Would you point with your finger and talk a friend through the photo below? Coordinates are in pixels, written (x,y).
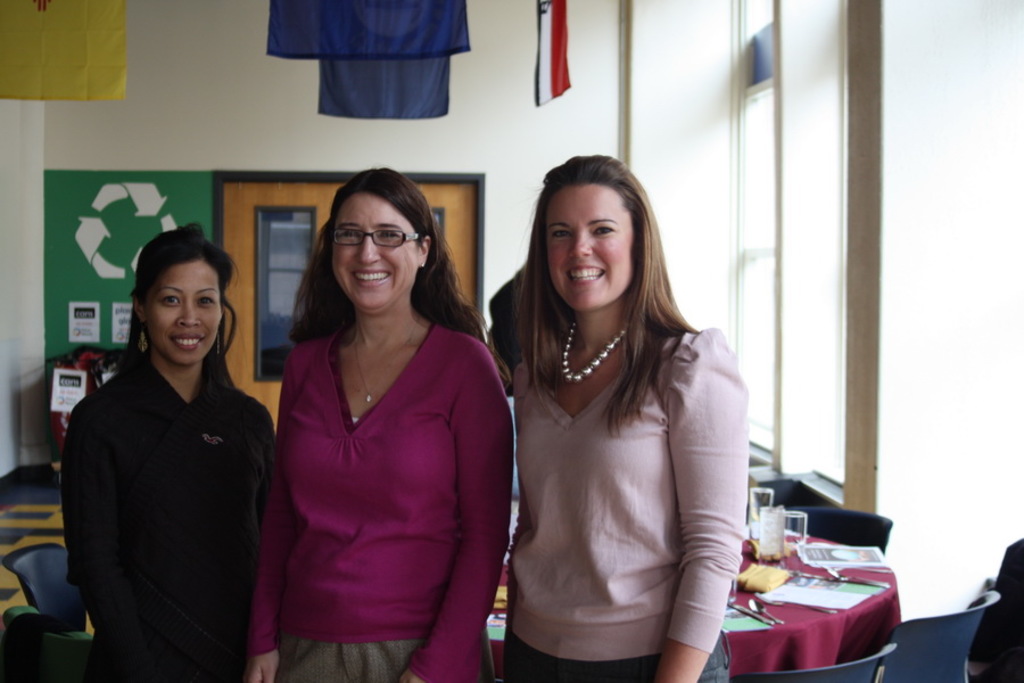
In this image, we can see persons (542,572) in front of the table (744,605) contains glasses (770,508) and papers (810,590). There are chairs (964,638) in the bottom of the image (897,655). There is a door (452,192) in the middle of the image (475,243). There are flags (453,48) at the top of the image (357,89). In the background (571,93), we can see a wall (198,153).
